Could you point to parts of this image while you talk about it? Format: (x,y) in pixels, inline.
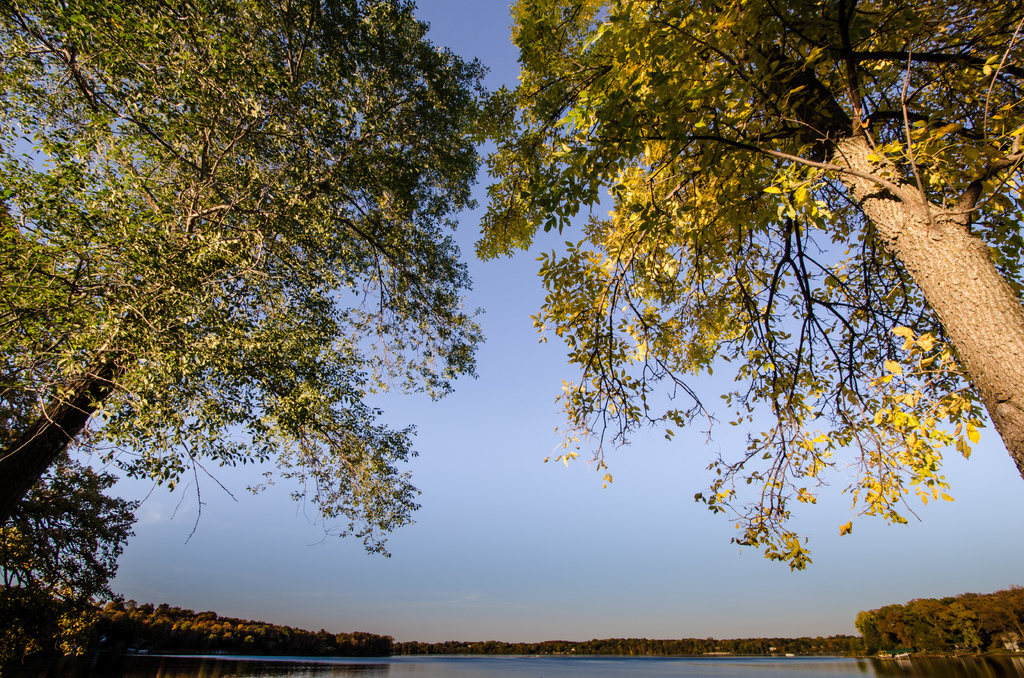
In this image there are many trees (279,289). At the bottom (509,664) there is a lake (636,666). Sky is also visible in this image.
